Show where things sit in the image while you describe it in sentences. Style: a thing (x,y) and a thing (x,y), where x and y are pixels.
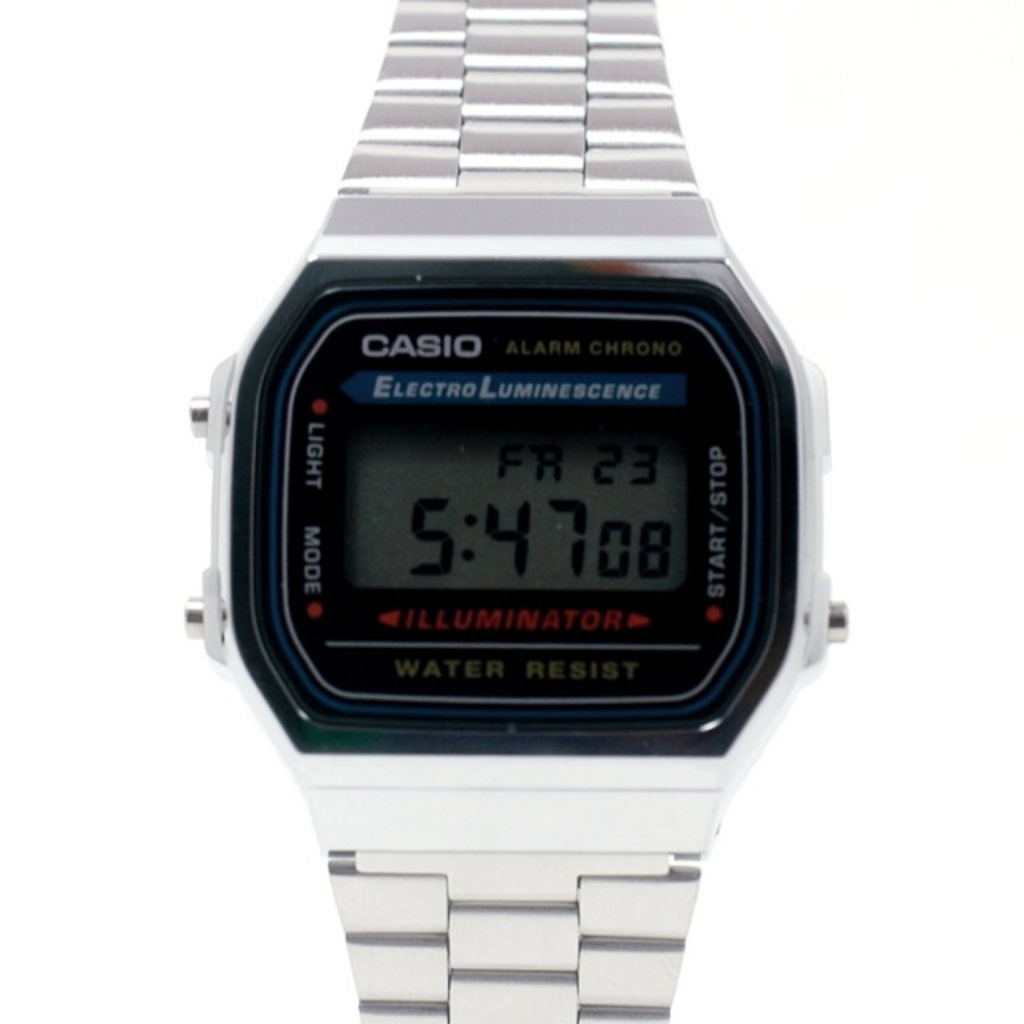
In this image I can see a watch (309,550). On the glass (380,418) there is some text (470,395) and numbers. The background (780,143) is in white color.
